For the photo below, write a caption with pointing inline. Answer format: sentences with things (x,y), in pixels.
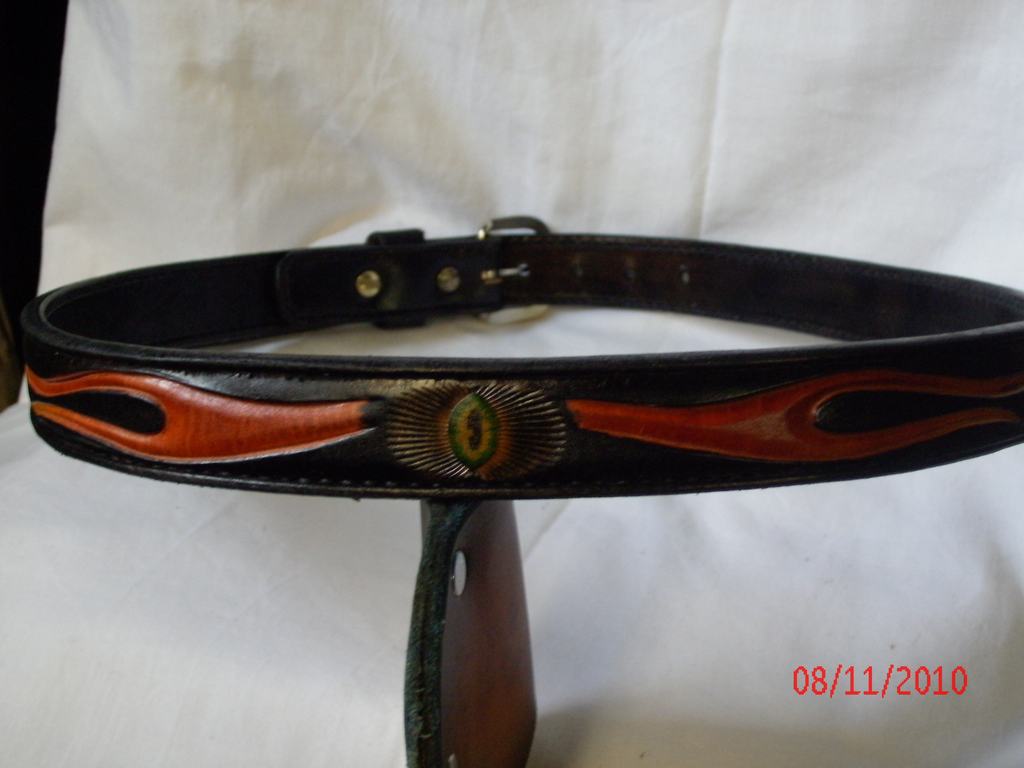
In the center of the image (463,427) there is a belt (413,417). At the bottom (833,594) we can see a cloth (714,635).
